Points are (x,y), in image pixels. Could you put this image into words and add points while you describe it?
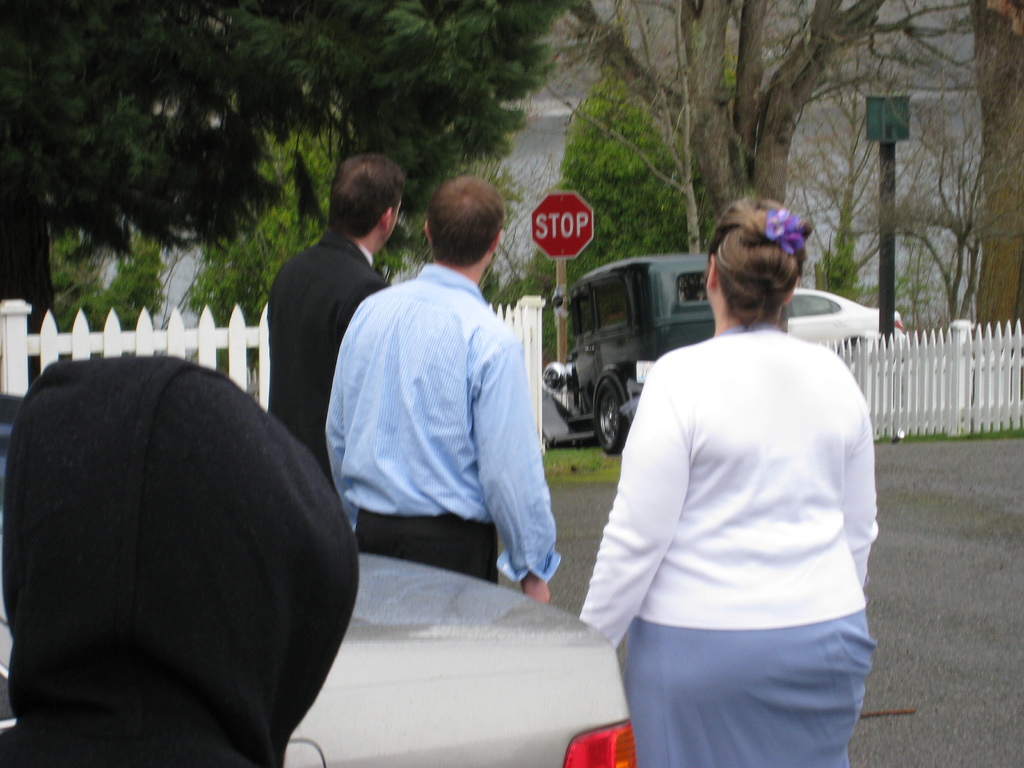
In this image, there are a few people (461,544). We can see some vehicles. We can see the ground (934,482) and the fence (939,387). We can see some grass (598,458) and trees (563,165). We can see some boards (579,203). Among them, we can see a signboard (552,223).
